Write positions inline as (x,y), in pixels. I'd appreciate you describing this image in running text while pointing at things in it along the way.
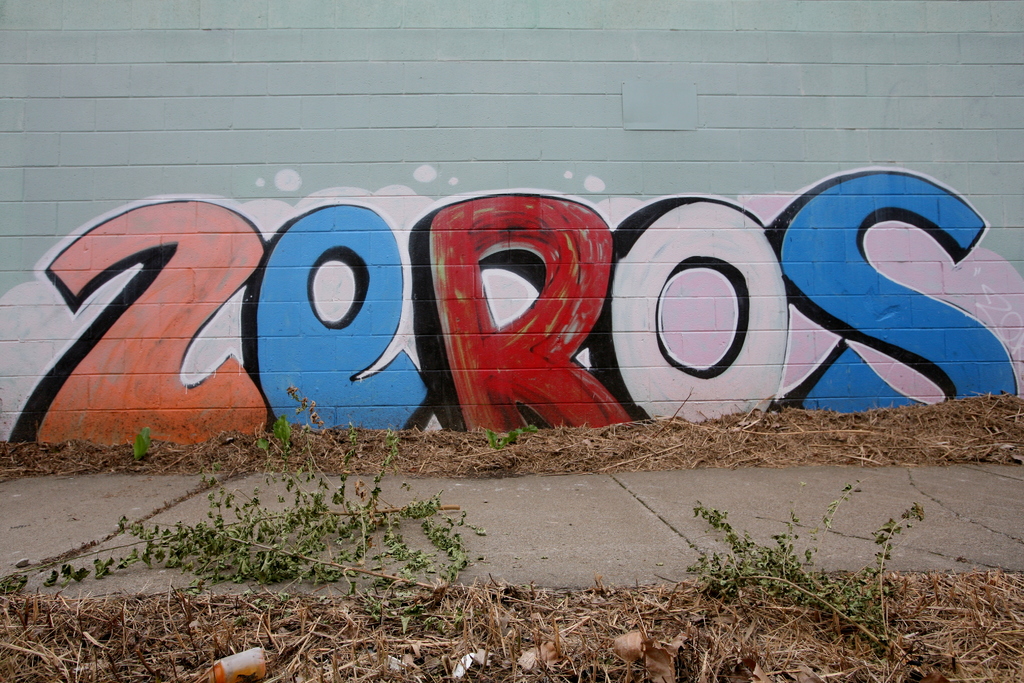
In this picture, there is a wall (579,279) in the center (569,246). On the wall (278,273), there is a text (611,372). At the bottom (454,636), there are dried plants (467,630) and grass (545,463).
